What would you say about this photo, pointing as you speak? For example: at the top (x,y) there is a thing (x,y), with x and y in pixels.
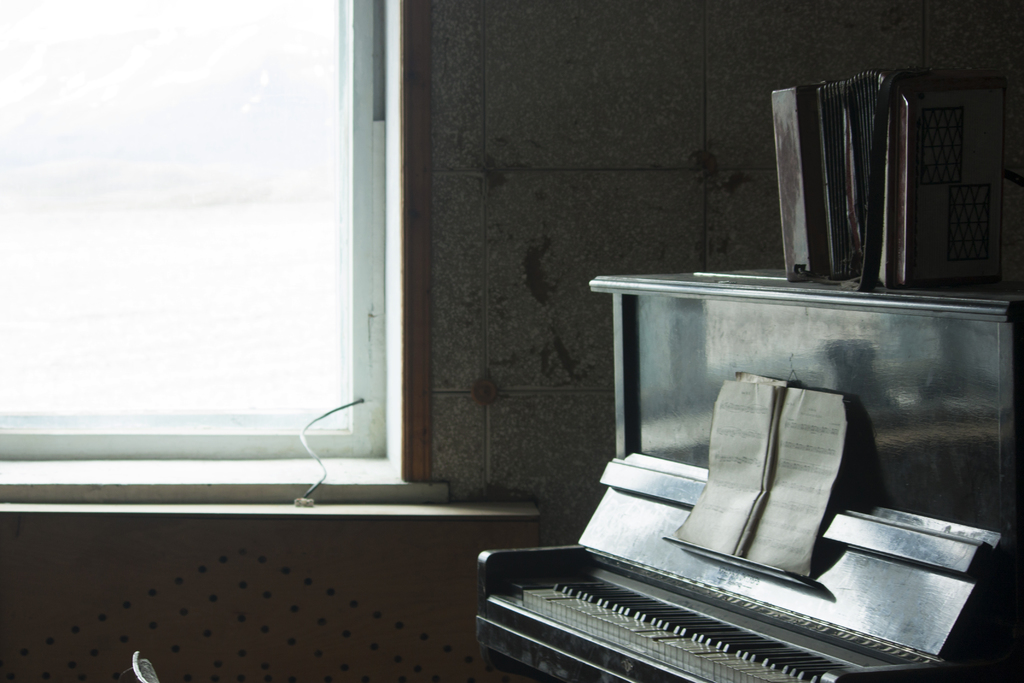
In this picture there is a piano (873,421) at the right side of the image (702,341) and there is an accordion (793,116) which is placed on the piano (645,385) at the right side of the image (866,150) and there is a glass window (11,124) at the left side of the image (223,134).
